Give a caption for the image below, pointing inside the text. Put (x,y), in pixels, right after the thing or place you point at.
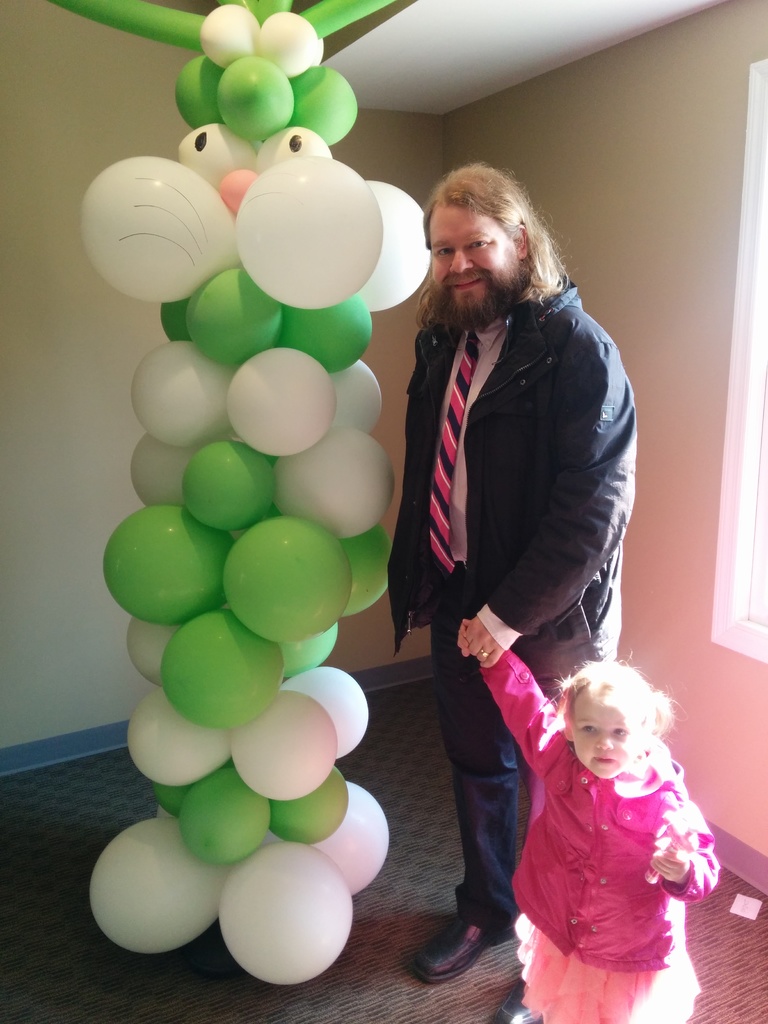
In this image, I can see a man (464,826) and a girl (554,910) standing on the floor (405,937). There are balloons (229,303), which are green and white in color. In the background (90,531), I can see a wall (648,142).
